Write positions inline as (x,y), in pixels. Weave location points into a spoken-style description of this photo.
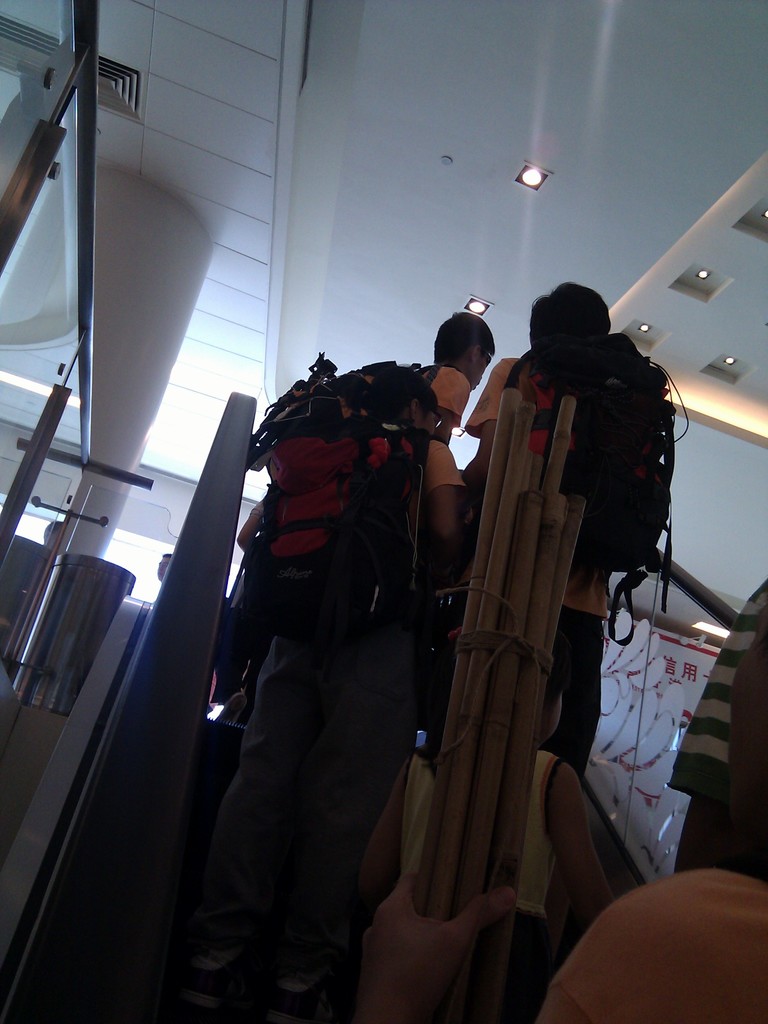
Few people (505,903) are standing on the escalator (620,850). At the top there are ceiling lights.
